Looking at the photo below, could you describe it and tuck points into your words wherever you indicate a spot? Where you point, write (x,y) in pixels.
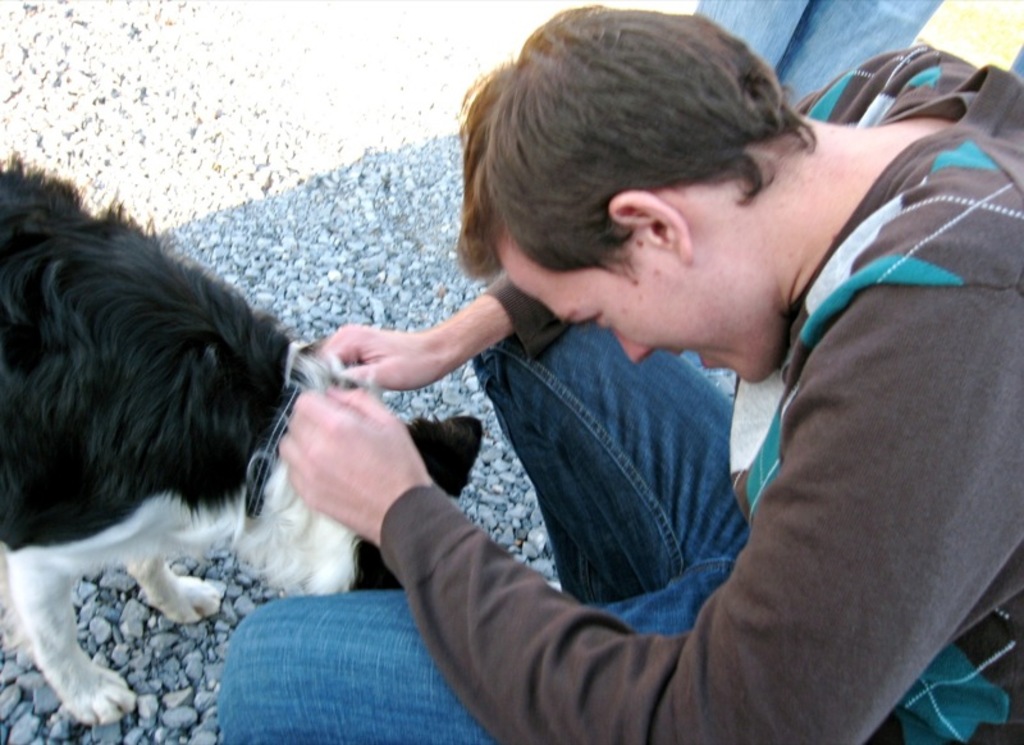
In this image I can see a person (422,609) holding the animal (161,496).
